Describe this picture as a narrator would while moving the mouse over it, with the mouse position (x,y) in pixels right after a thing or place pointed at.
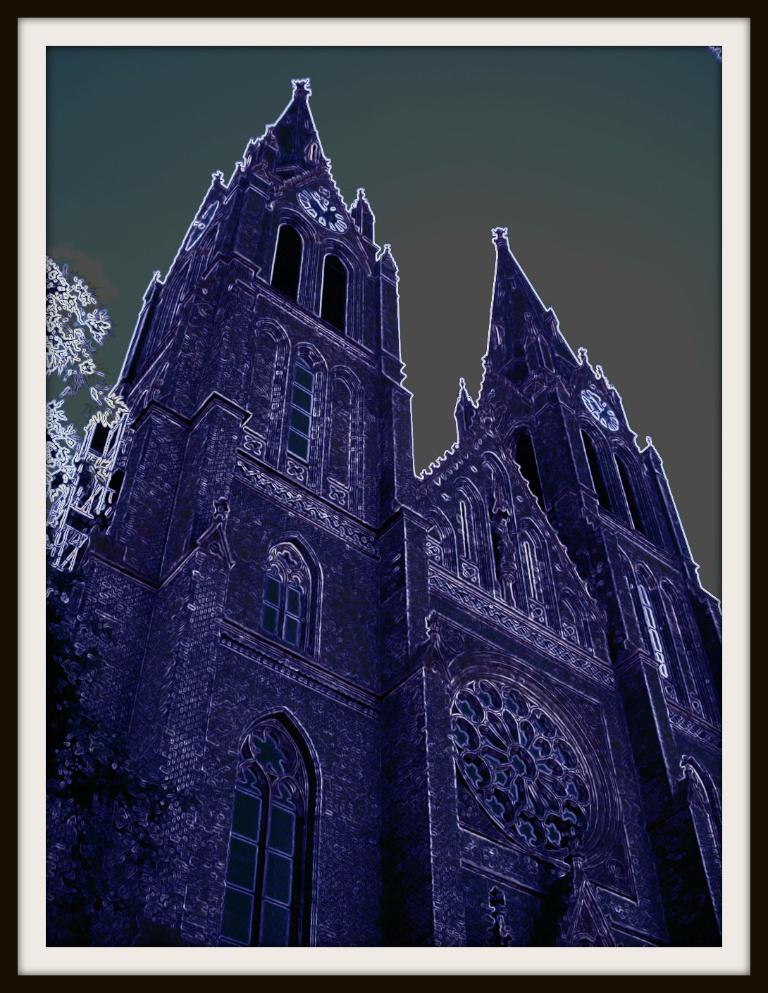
In the foreground of this edited image, there is a building (454,669). On the left (56,326), there is a tree (56,315). On the top (463,129), there is the sky (490,141).
